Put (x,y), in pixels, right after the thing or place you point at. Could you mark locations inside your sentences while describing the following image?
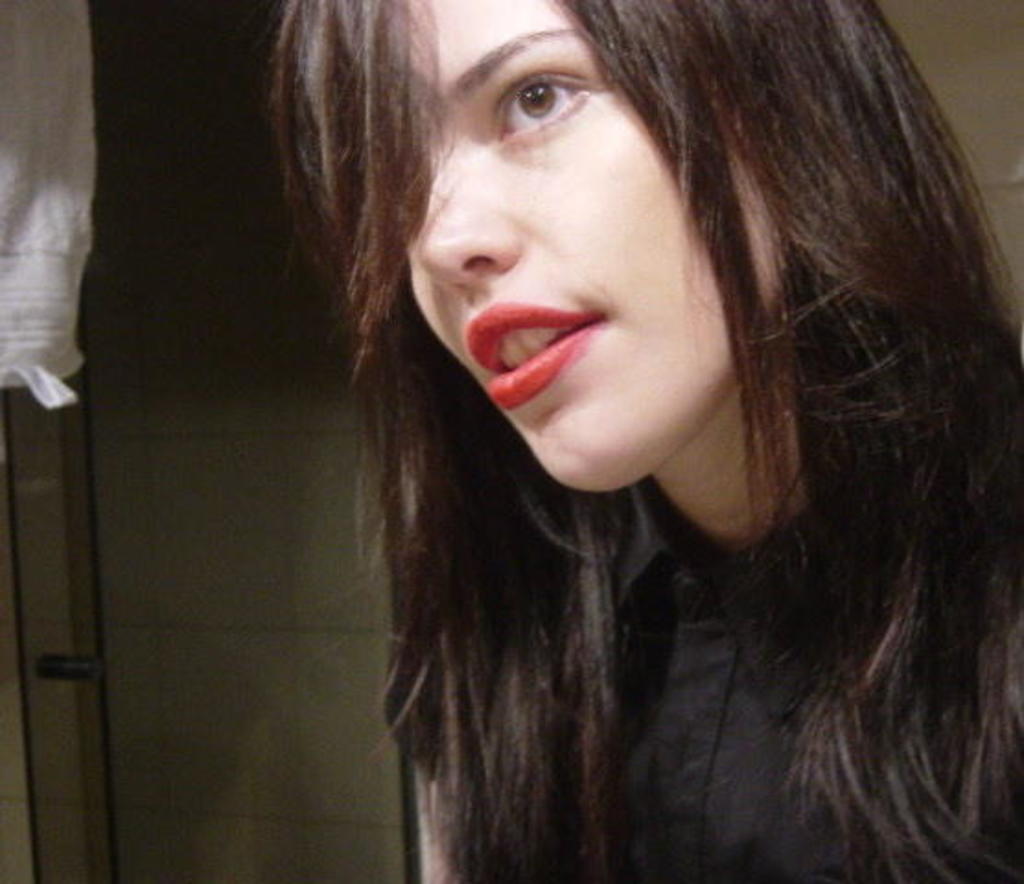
In this picture we can see a woman (706,541) in the black shirt (687,637) and behind the woman (456,410) there is a wall (240,514).
